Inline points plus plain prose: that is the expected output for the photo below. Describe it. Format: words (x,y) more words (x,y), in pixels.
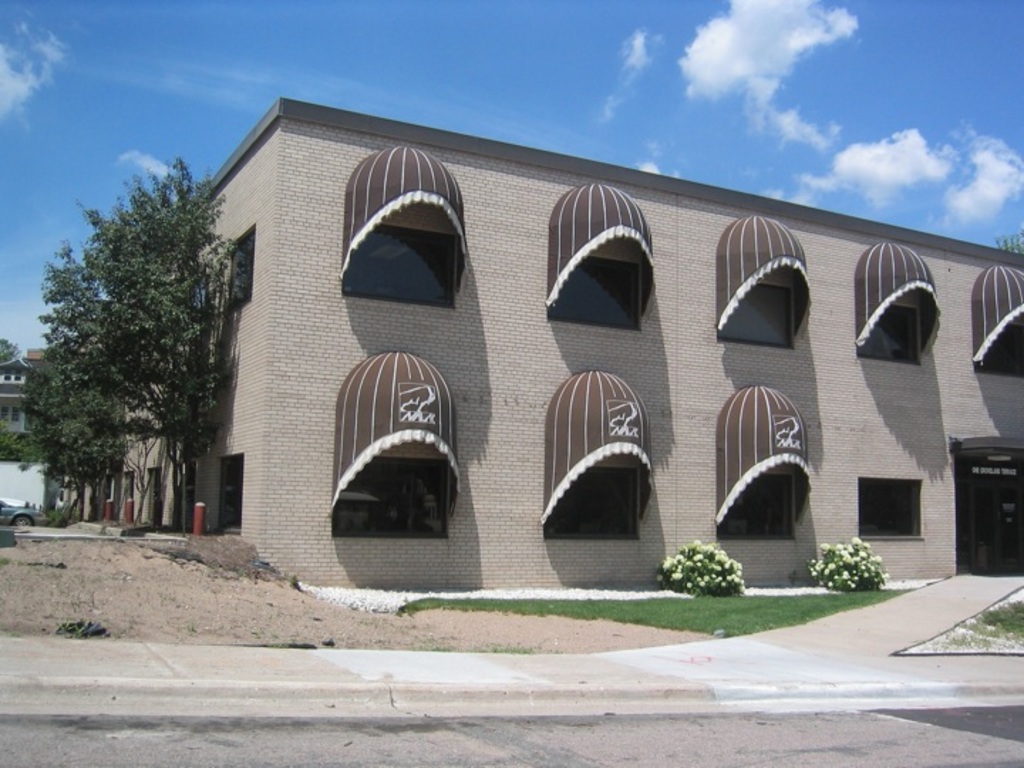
There is a building (349,362) with glass windows (584,321). Near to the windows (877,341) there are shades (571,230). Also there are trees (151,358) near to the building (690,320). Also there are flowering plants (722,563). In the front of the building (511,575) there is a path (869,627). In the background (427,42) there is sky (501,45) with clouds (729,33).
